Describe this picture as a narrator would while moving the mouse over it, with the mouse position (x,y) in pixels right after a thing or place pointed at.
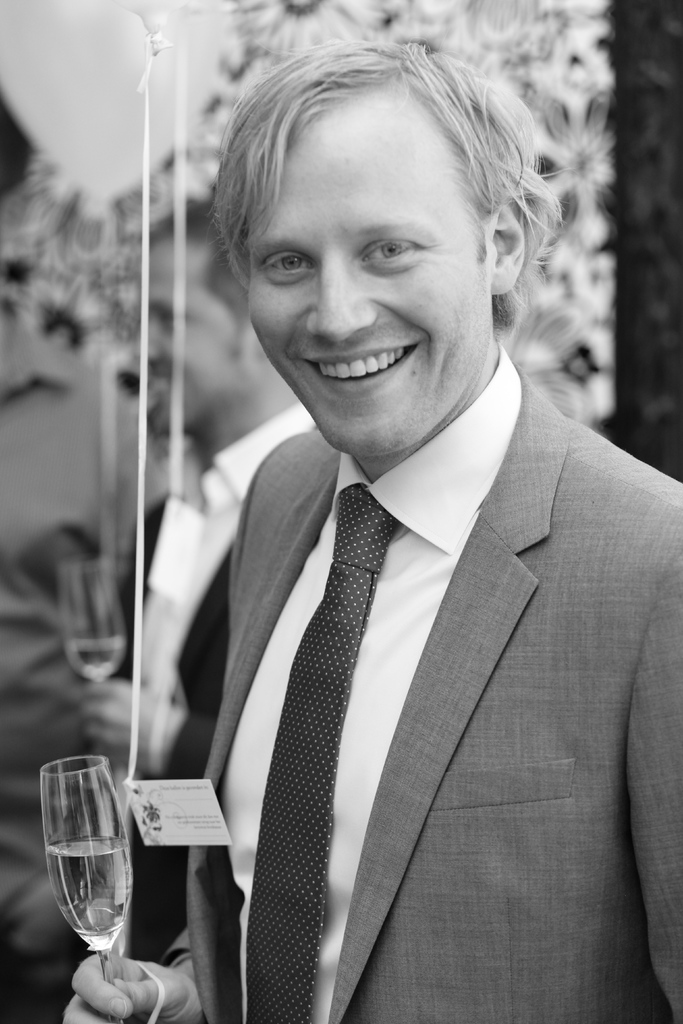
In this image there is a man (509,557) holding a glass (99,946) with his hand (186,991) and smiling. There is a tag (165,818) to a balloon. At the background (170,271) there is another man (157,270) who is holding the glass (87,633).
